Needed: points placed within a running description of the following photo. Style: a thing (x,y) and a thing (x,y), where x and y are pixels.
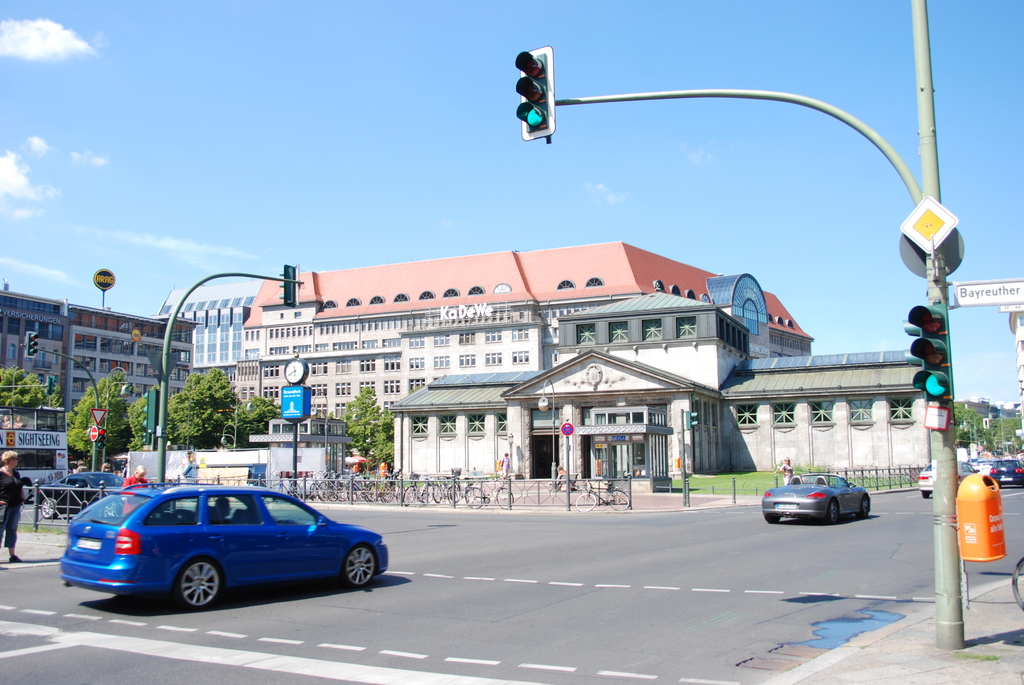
In the foreground of this image (942,482), there is a traffic signal pole (917,73) on the pavement (923,616) on the right (917,59). We can also see few vehicles (351,541) moving on the road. In the background (224,418), there are few poles (158,412), trees (206,404), grass (744,485), railing (504,495), bicycles (590,501), few people (138,472) standing, buildings (381,309) and the sky (221,209).
